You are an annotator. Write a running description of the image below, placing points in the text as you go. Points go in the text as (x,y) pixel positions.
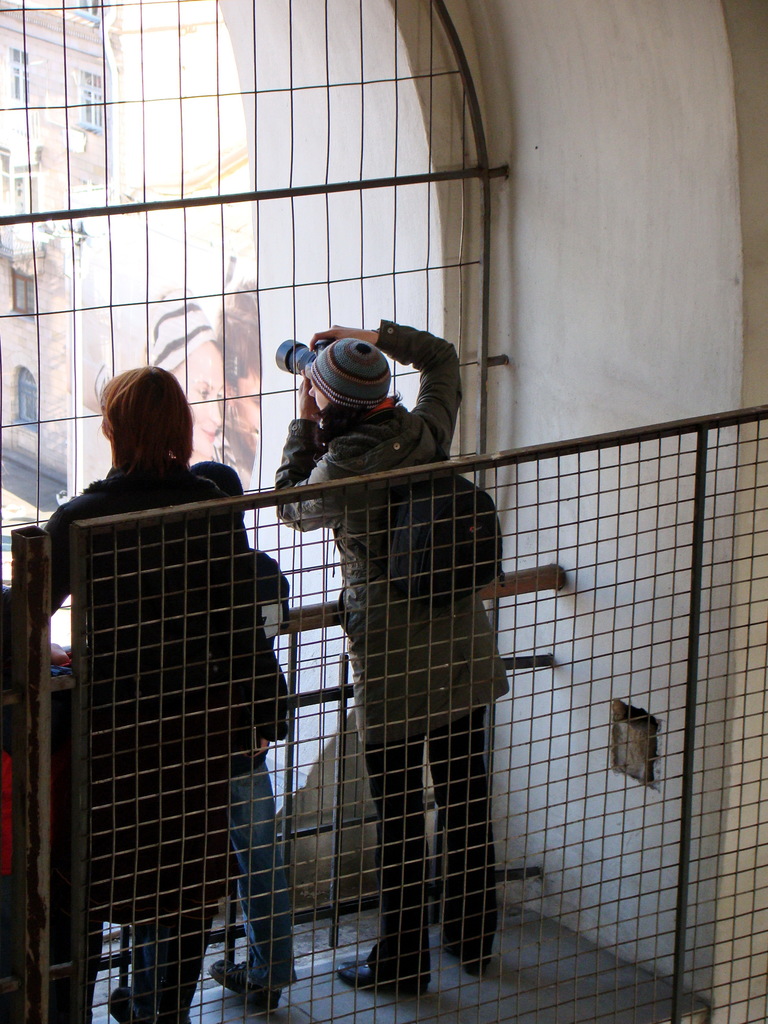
In this picture I can observe some three members (259,648). One of them is a kid (263,880). Behind them I can observe a fence (690,733). In the background (72,89) I can observe a building (239,224).
